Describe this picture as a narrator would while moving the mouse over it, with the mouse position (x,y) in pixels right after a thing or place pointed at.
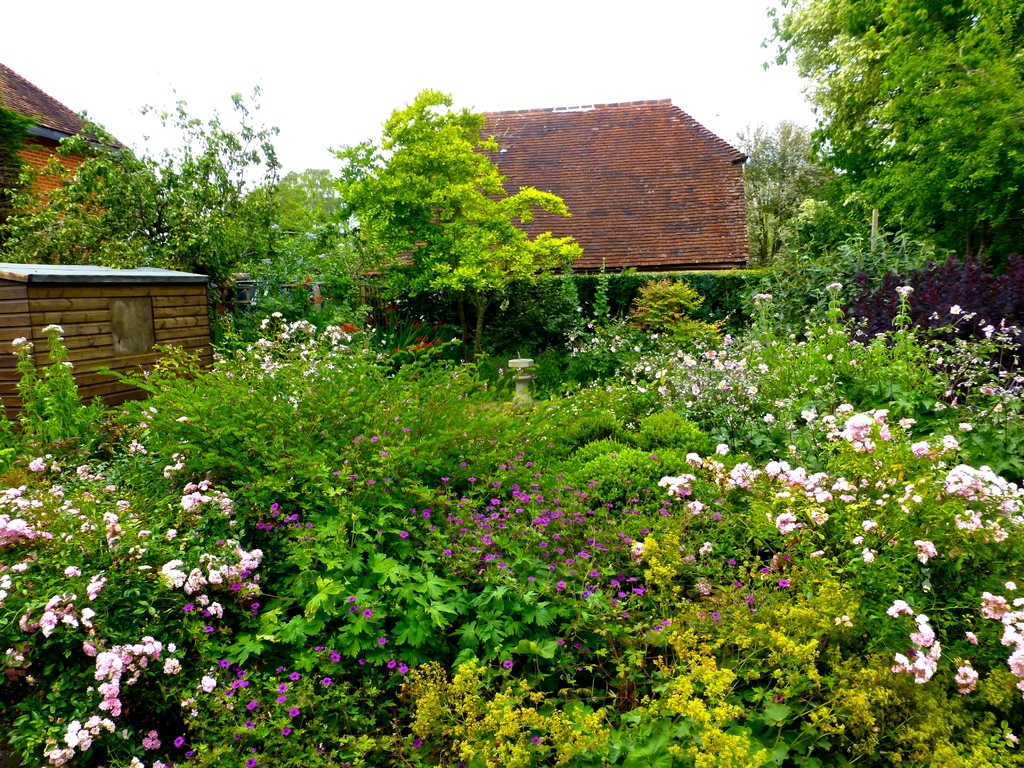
In this picture we can see some plants (696,554) and these are the flowers (807,477). There are some trees (781,216). This is the house (618,104), and there is a sky (450,73).
